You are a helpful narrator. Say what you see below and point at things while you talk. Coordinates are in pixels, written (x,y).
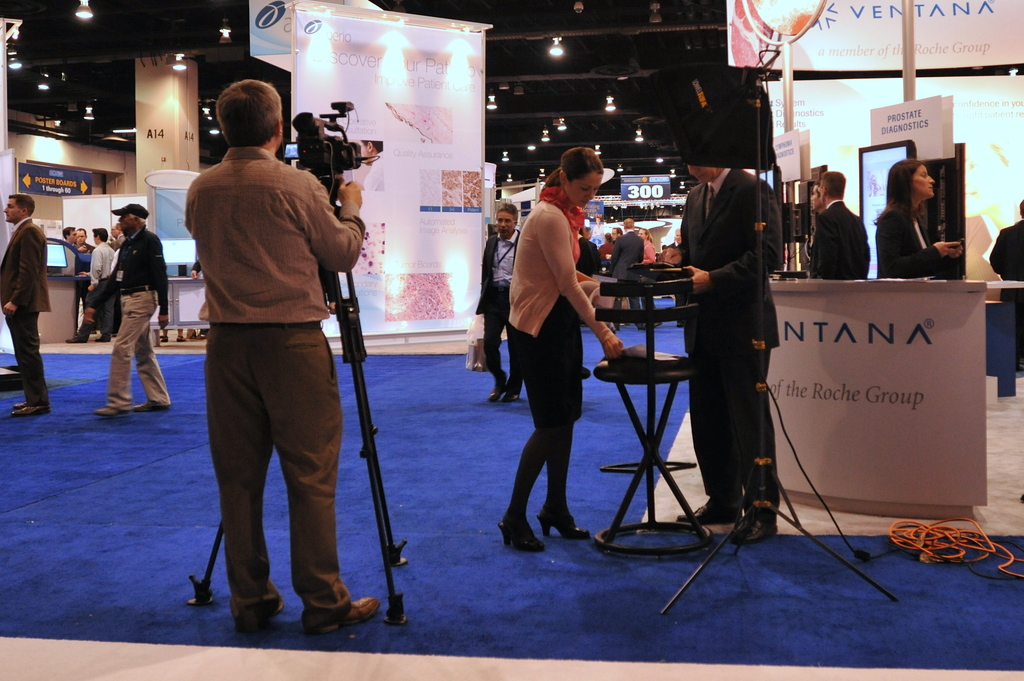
In this image we can see a man (305,412) is standing. He is wearing shirt (279,223) and pant (328,435). In front of him tripod stand (359,400) and camera (313,153) is there. Right side of the image (910,165) men (705,254) and women (909,191) are standing and one table (901,374) is there. Background of the image (180,148) banners (394,173), wall (69,163), pillar (171,157) and people (34,335) are present. At the top of the image (602,29) roof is there. Right bottom of the image (914,545) one wire (905,530) is present.
